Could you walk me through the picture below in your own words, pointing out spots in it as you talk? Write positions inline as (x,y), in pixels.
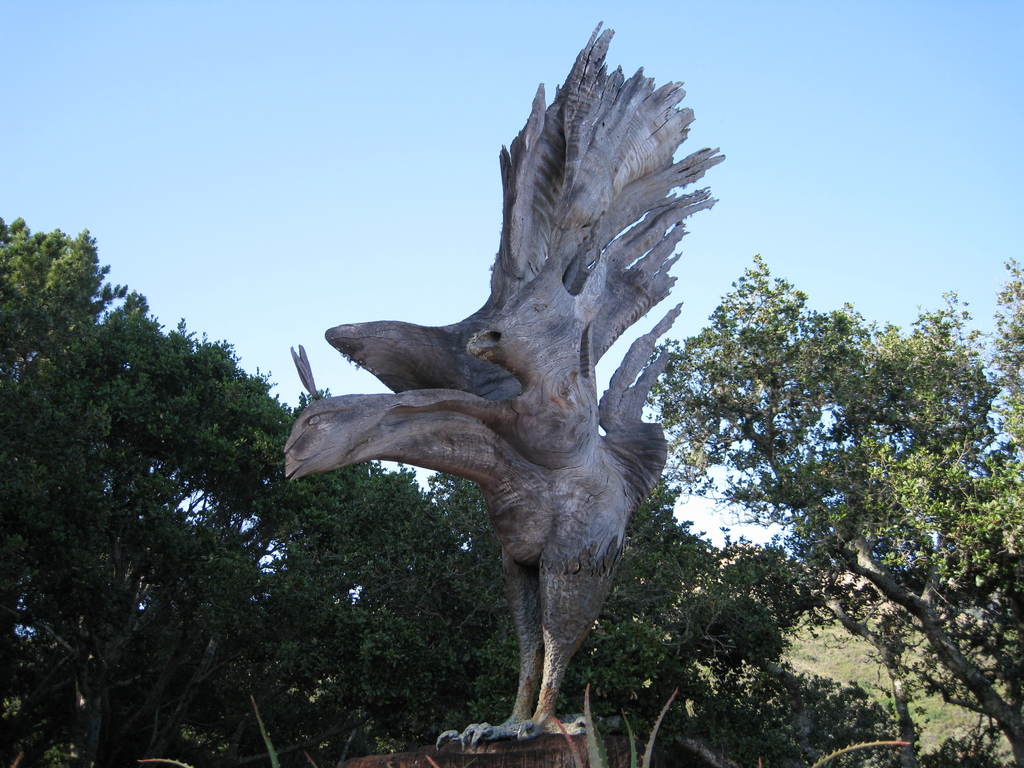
In the middle of the image (620,377) we can see a statue (456,429), in the background (721,595) we can see few trees (639,564).
